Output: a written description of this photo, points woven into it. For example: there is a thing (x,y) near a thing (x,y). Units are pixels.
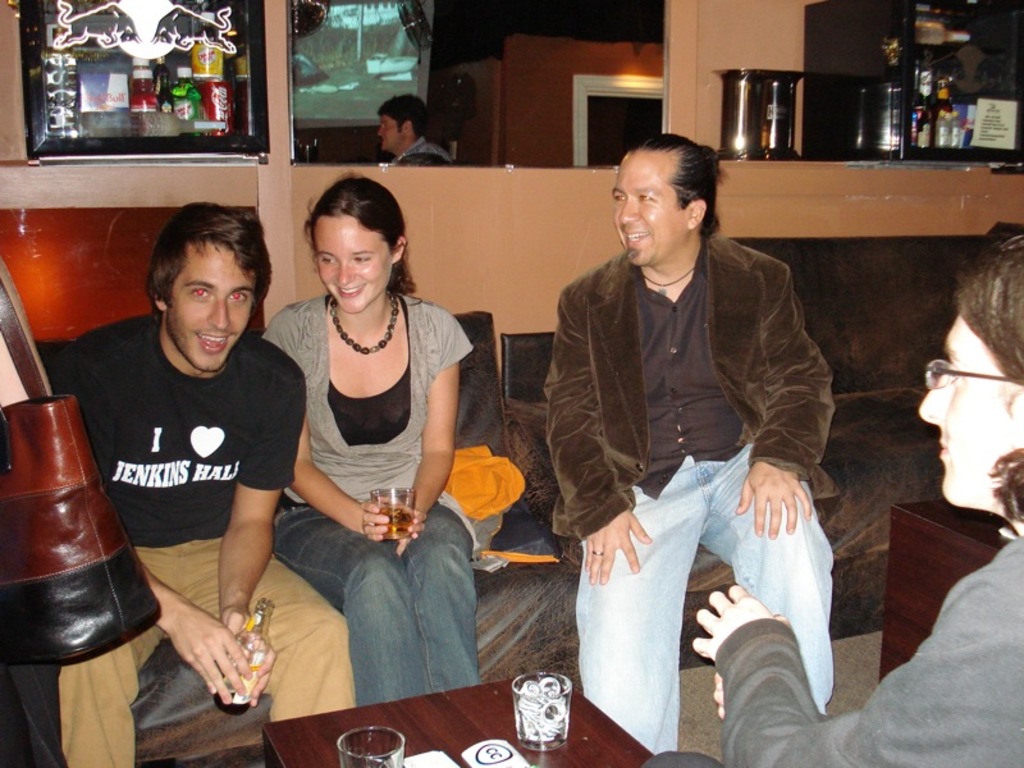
In this picture, we can see a group of people (739,766) are sitting on a couch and a man (180,480) in the black t shirt (177,447) is holding a bottle (263,600). In front of the people (1009,691) there is a table (349,726) and on the table (306,728) there are glasses (545,707). Behind the people (279,400) there is a wall (308,260) and other objects (109,95).
